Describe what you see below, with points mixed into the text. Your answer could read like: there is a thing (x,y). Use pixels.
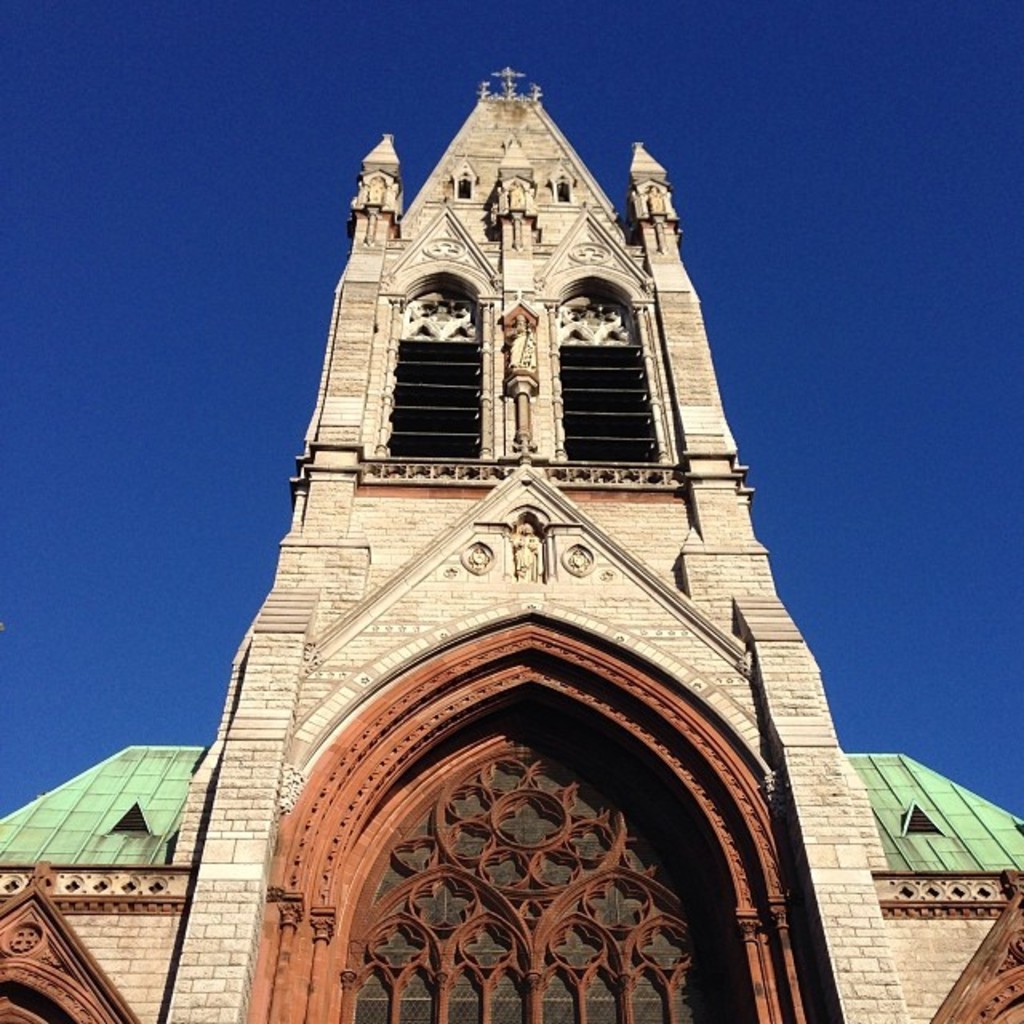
In this image I can see a building (536,672) and window (476,402). It is brown, green and white color. The sky (208,308) is in blue color.
